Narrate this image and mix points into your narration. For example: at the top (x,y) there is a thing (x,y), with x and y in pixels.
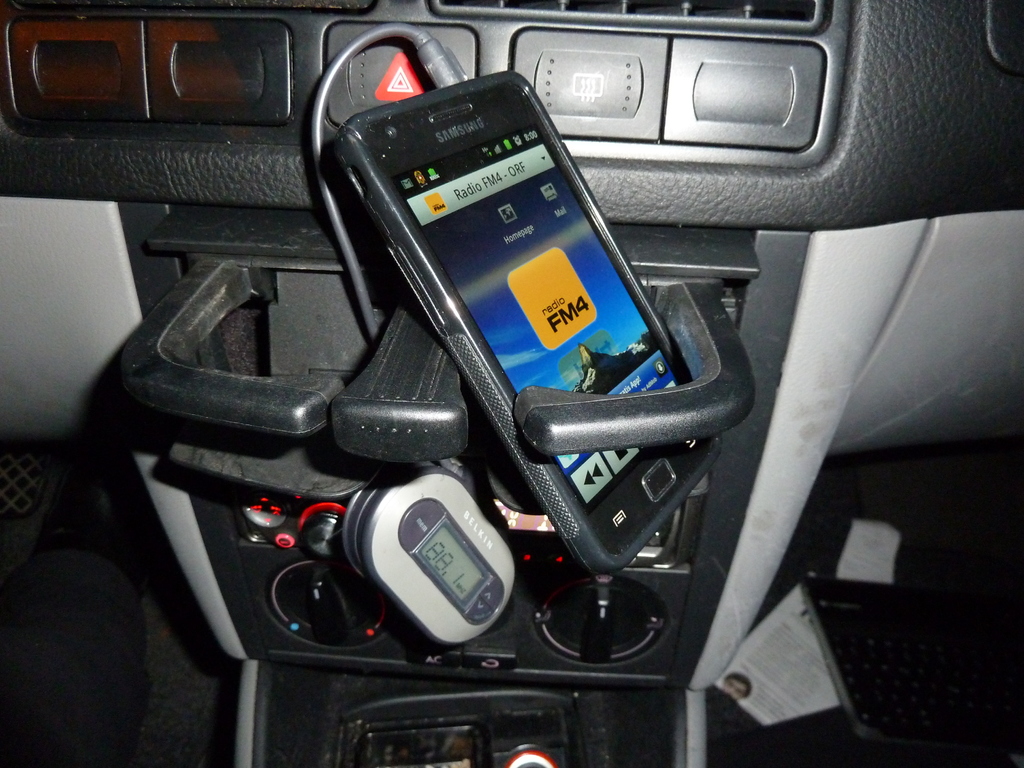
In this picture we can see an inside view of a vehicle (615,13). There is a phone (385,139), cable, paper (785,652) and a device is visible inside the vehicle (533,498).
